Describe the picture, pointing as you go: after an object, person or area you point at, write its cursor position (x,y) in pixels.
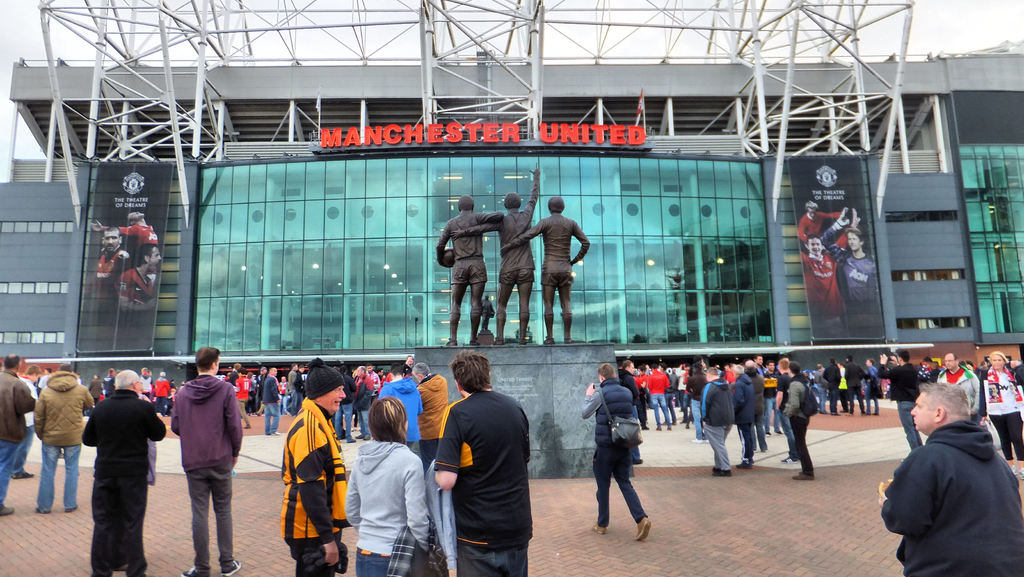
In this picture we can see group of persons (377,536) standing near to the statue (565,240). Here we can see three statues (548,238) on this concrete wall (520,364). In the background (832,208) we can see building (864,149). On the left (115,218) there is a banner (115,218) which is hanged from the terrace (133,126). Here we can see sky (995,20) and clouds (984,15). On the right (1009,420) we can see woman (1005,379) who is standing near to the man (948,379). Here we can see a man (613,380) who is holding a camera (592,386). Here we can see pillars (122,114) and tube lights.
